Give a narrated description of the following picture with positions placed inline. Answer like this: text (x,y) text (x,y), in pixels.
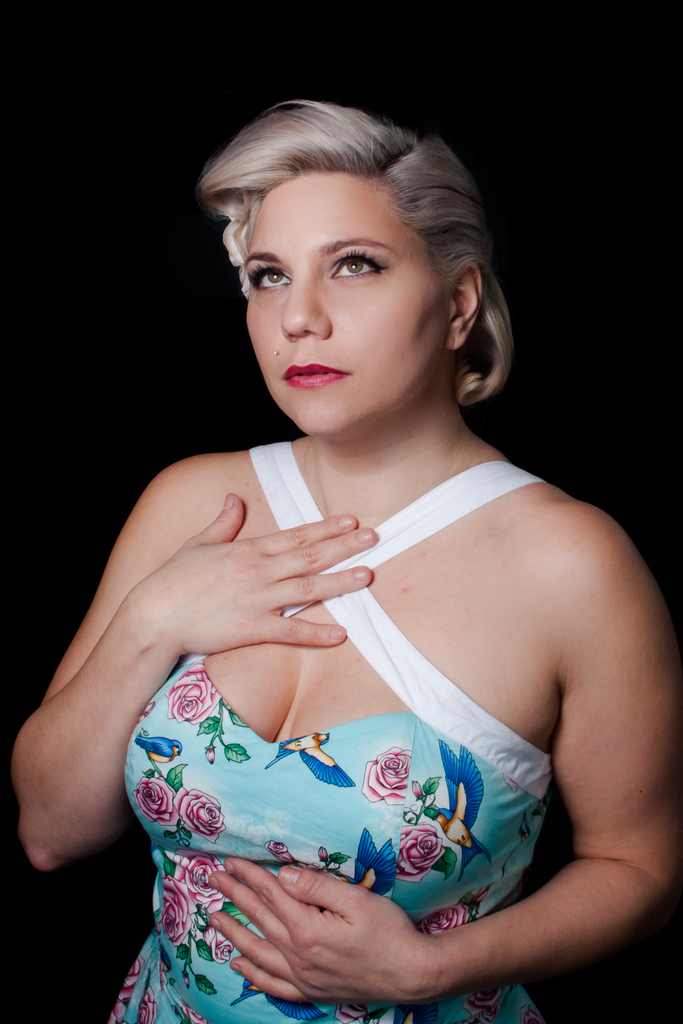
In this picture there is a woman (257,710). In the background of the image (577,104) it is dark.
